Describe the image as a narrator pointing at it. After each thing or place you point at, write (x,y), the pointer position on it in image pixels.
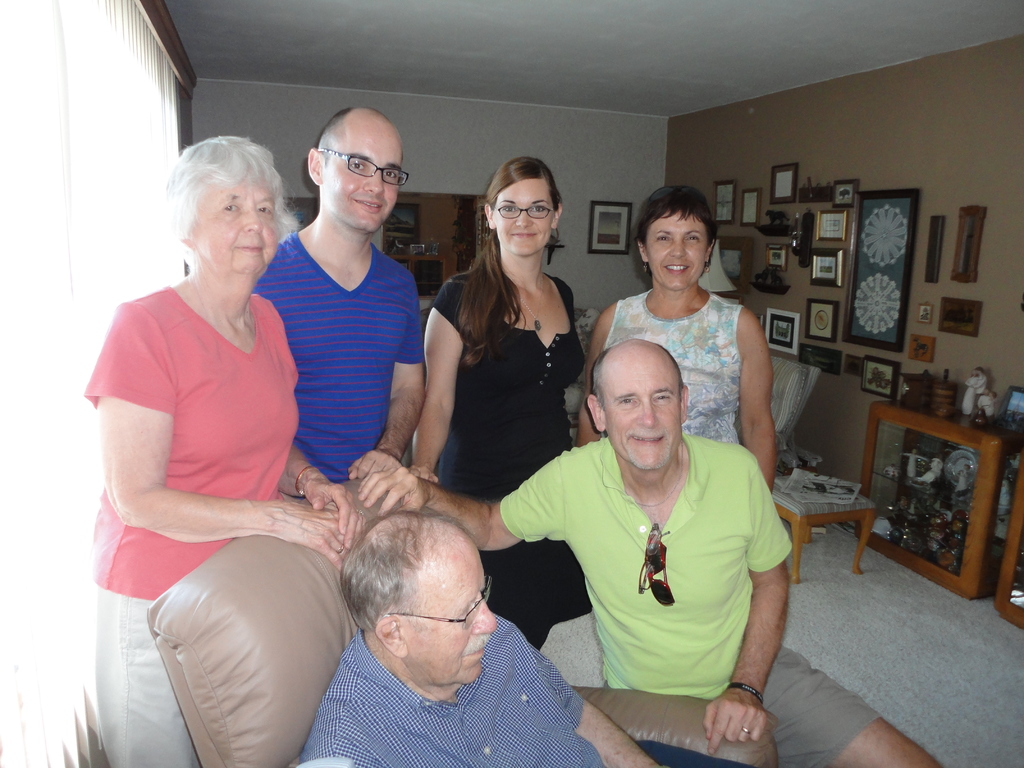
In this image there are two people (603,507) sitting in chairs (641,728), behind them there are a few people (490,397) standing with a smile on their face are posing for the camera, behind them there are chairs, tables (847,490), photo frames (823,276) on the wall (787,255) and a few other objects (905,503), in the background of the image (160,98) there is curtain (92,94) on the wall (210,125).
